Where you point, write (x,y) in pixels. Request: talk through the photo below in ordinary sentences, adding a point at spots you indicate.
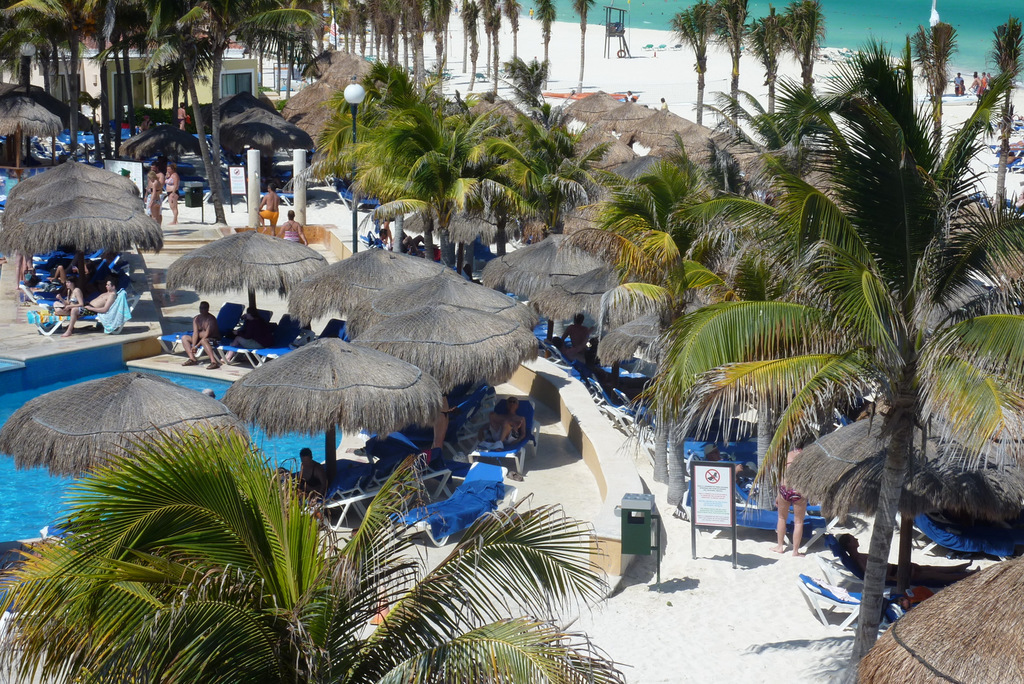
There are few persons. Here we can see trees (71,669), umbrellas (377,353), chairs (401,440), water (25,488), poles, light (359,95), and boards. There is a house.
